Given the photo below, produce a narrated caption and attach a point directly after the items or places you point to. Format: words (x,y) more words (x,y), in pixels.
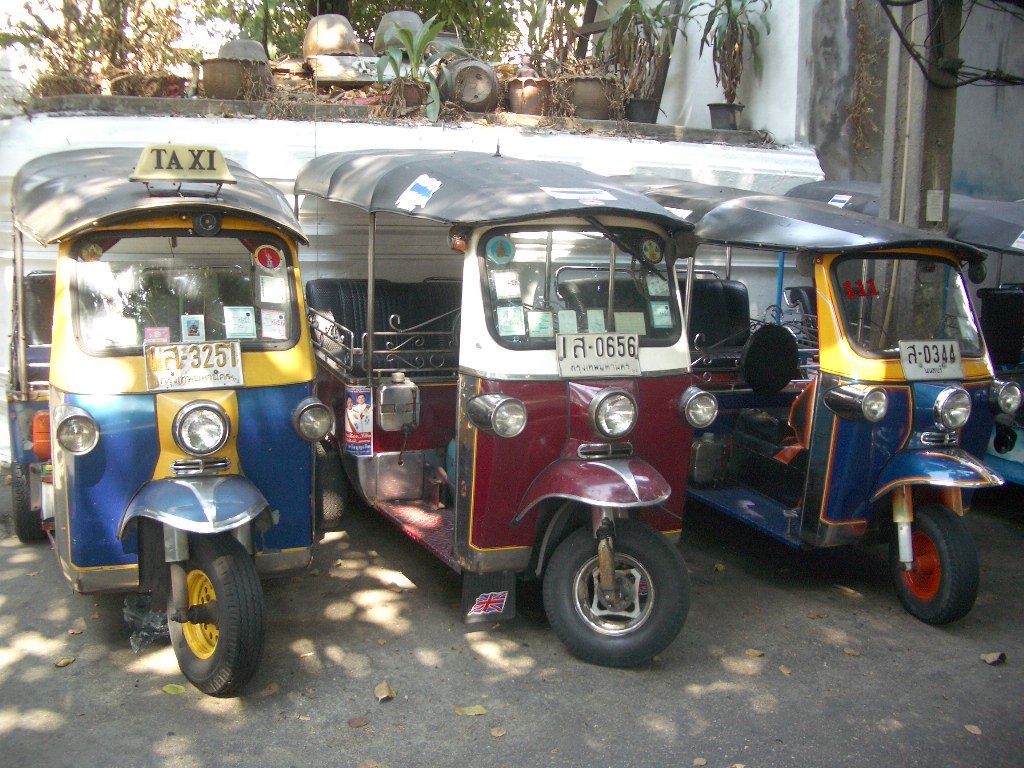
In this picture, we can see a few vehicles (387,429) on the road (315,682), we can see the wall (7,152) with some objects (899,134) attached to it, we can see some plants (96,22) in pots (256,69).
